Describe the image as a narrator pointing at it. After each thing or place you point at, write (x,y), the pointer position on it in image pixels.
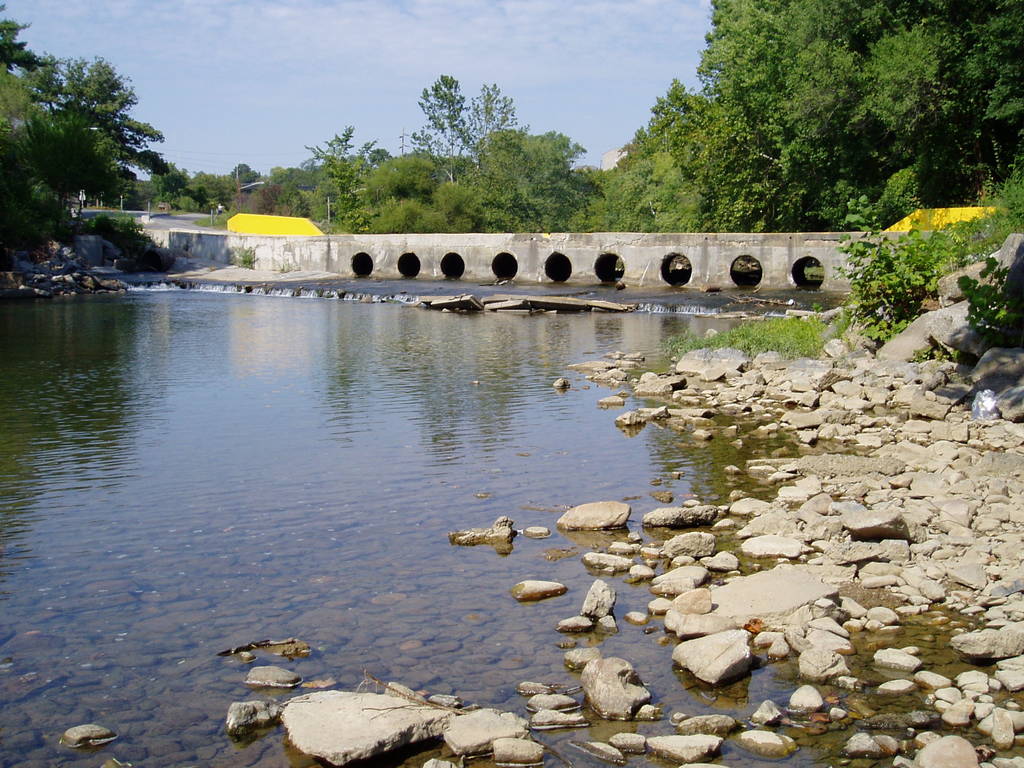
In this image I can see few trees (546,138), water (292,346), poles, road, few stones (828,459) and the sky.
